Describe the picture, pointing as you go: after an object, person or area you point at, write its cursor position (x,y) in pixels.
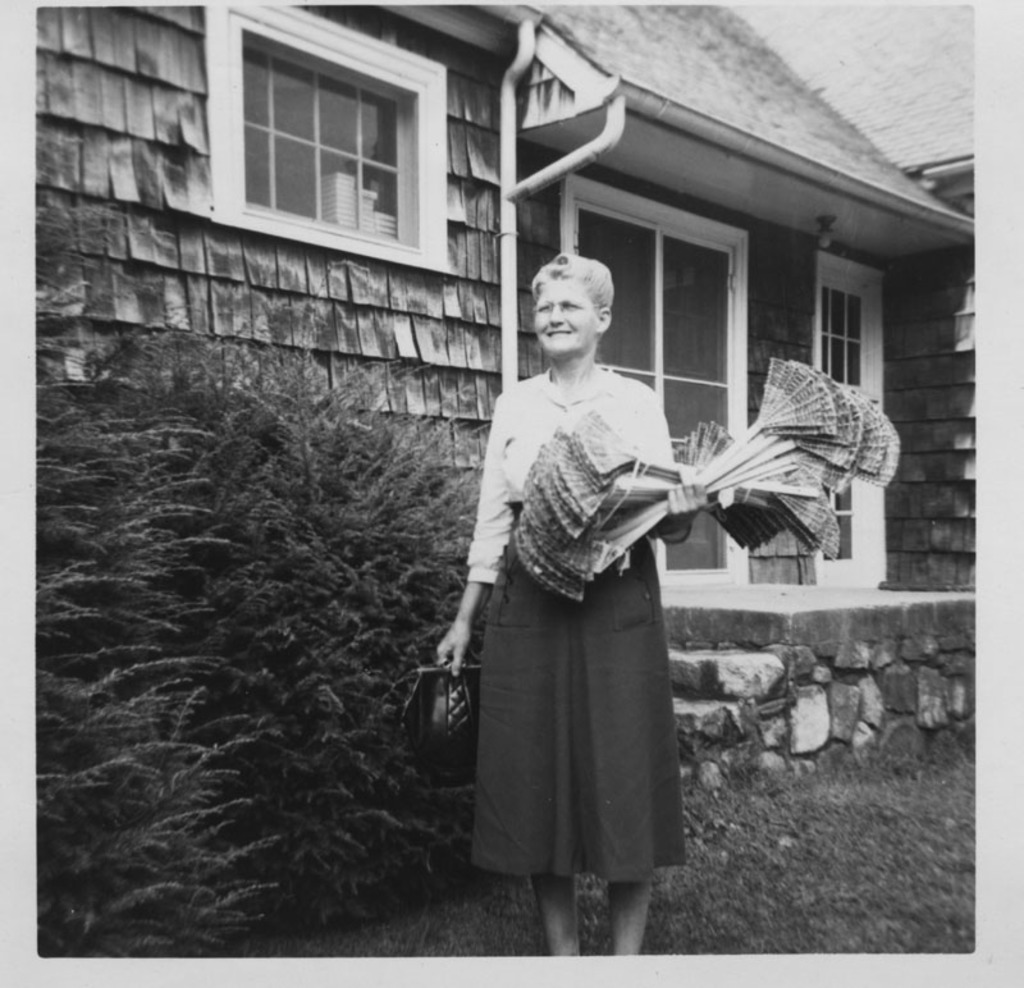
This is a black and white image. In this image we can see there is a lady (542,597) standing on the surface (717,892) of the grass (761,905) and she is holding some object (590,505) in her hand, beside her there are some trees (213,566) and building (436,232).
